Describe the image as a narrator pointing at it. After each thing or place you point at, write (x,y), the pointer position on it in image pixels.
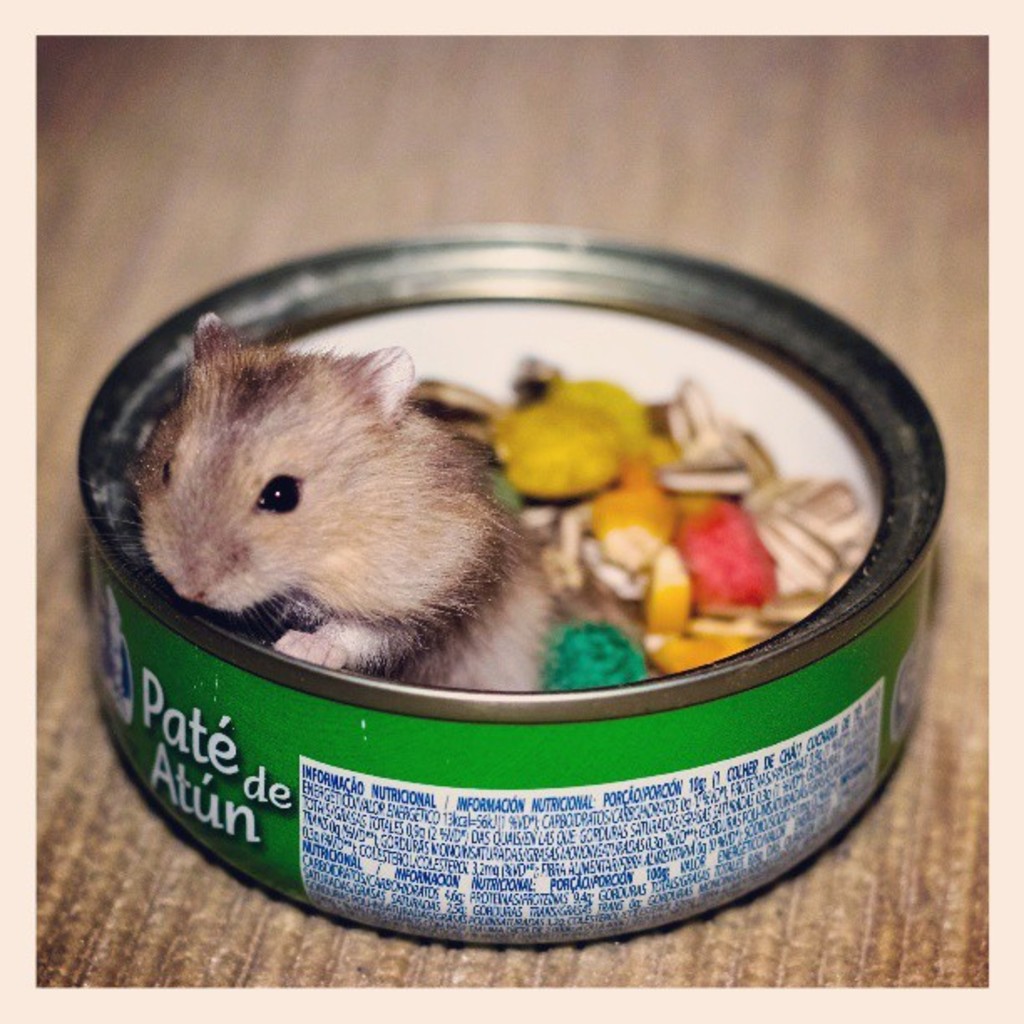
In the center of the image (463,586) we can see a hamster (298,521) in the box (478,701). At the bottom (838,927) there is a table (187,927).
